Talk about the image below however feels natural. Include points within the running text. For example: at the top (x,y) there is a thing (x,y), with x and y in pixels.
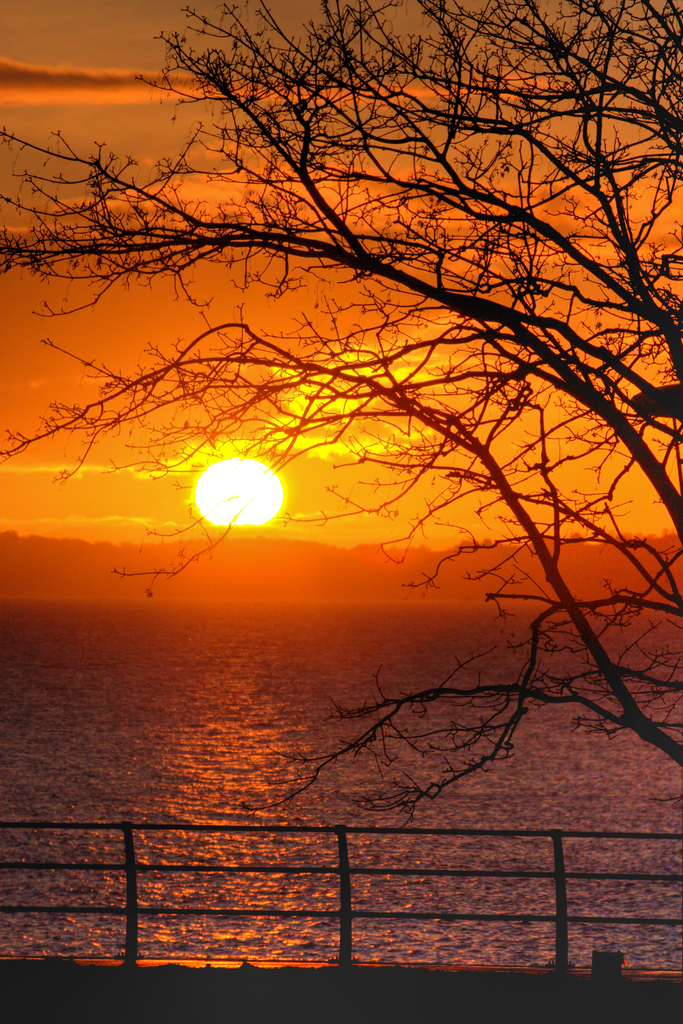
In this image, we can see the sun (219,507) rising in the sky (376,475). There is a tree (638,356) on the right side of the image (631,305). There is a river (565,630) and safety barrier (148,911) at the bottom of the image (323,869).
